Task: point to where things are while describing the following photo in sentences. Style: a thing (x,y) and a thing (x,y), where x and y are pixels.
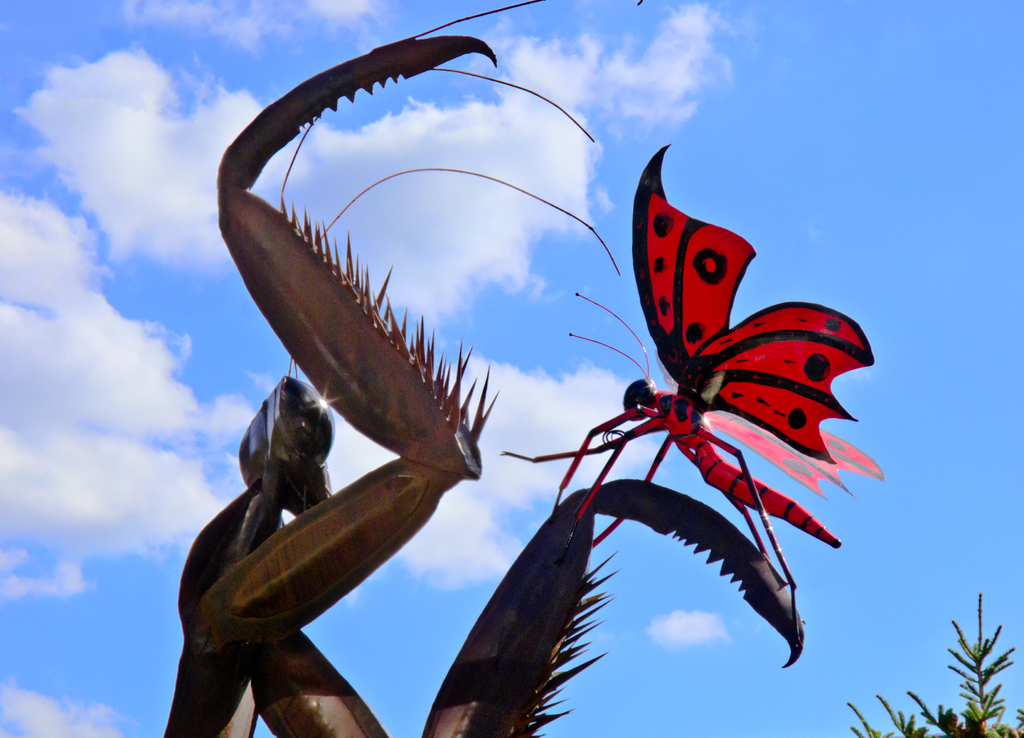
In this picture we can see a butterfly (671,425), here we can see plants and we can see sky (172,344) in the background (824,641).
